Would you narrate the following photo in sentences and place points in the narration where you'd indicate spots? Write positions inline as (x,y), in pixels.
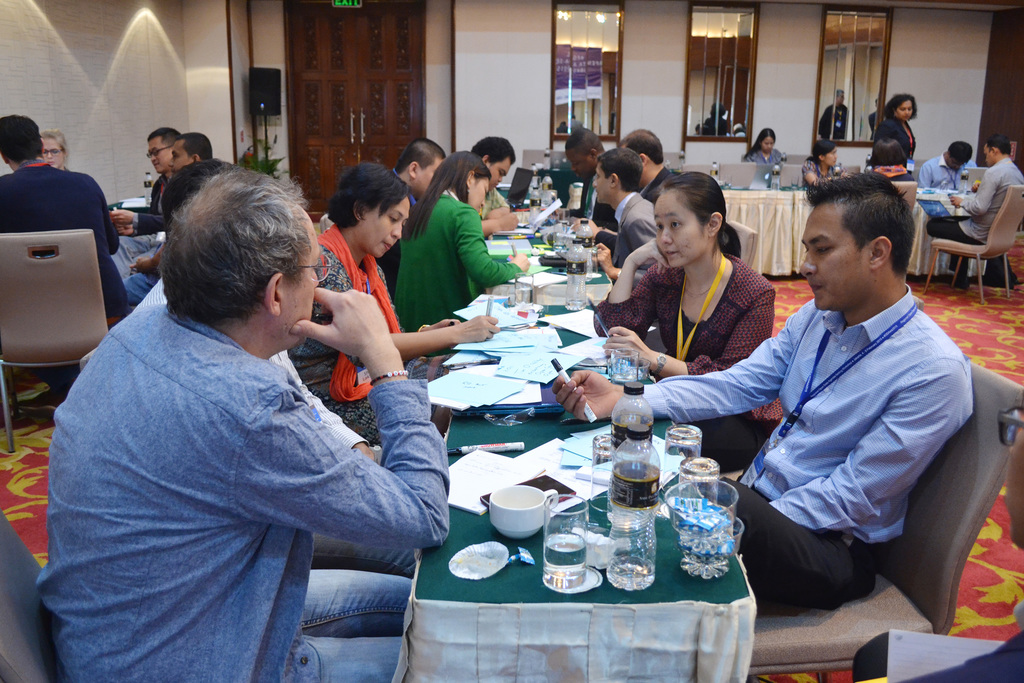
In this picture there is a group of men and women (886,495) sitting on the table (469,586) and discussing something. On the front side of the table (496,617) there are some glasses (575,557), water bottle (638,518) and papers (517,388). Behind there is a group of girl (891,153) sitting and discussing something. In the background (615,2) there are three mirrors (566,81) on the white wall (632,88) and inside there is a wooden door (403,104).
